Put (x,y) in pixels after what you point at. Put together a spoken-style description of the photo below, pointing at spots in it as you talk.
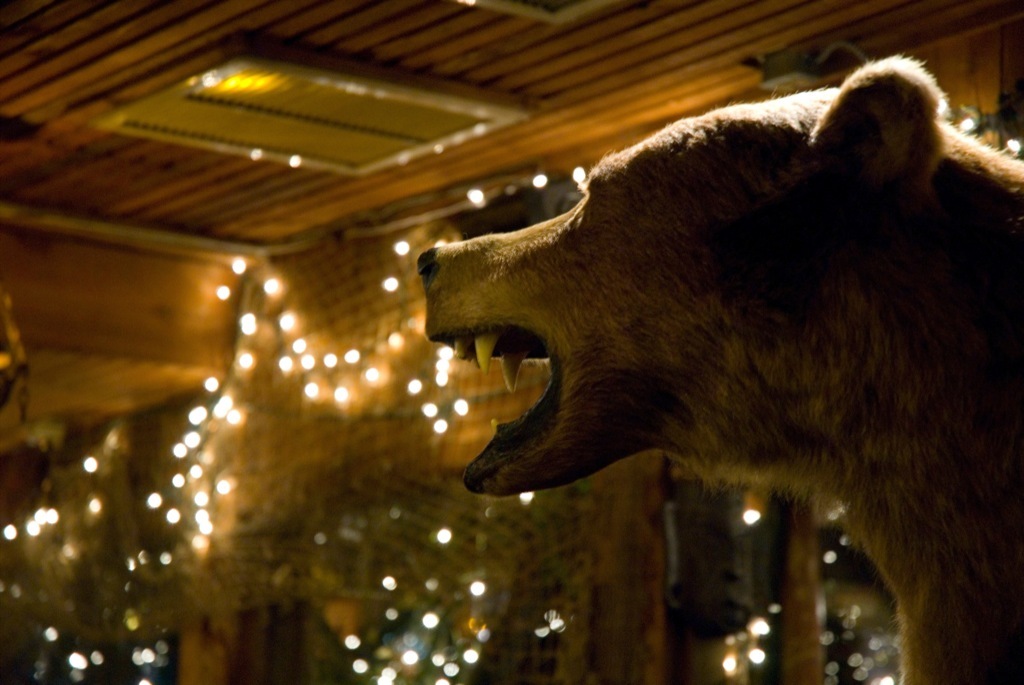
In this image we can see a animal (739,442). In the background of the image (305,243) there is wall (360,470) with net (347,463) and lights (479,595). At the top of the image (397,196) there is ceiling (280,181).
